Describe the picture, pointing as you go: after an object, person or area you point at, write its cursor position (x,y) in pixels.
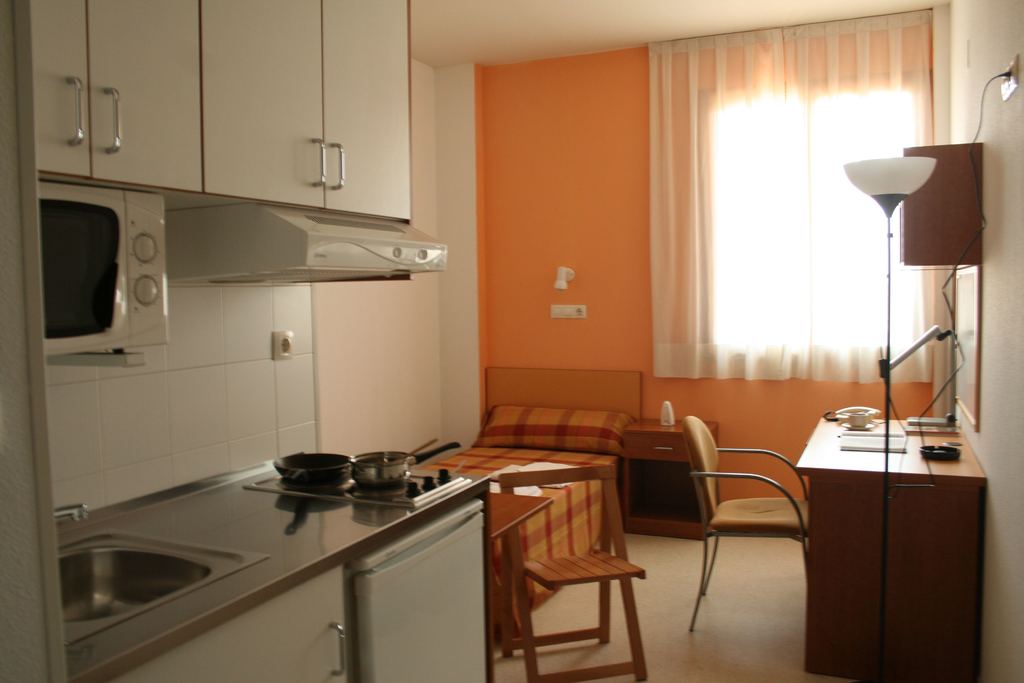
In the image we can see there is a kitchen (74,445) and beside it there is a bed (501,426) and in the opposite there is a table (876,456) on which there is a table lamp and on the other side there is a white curtain (759,227).
